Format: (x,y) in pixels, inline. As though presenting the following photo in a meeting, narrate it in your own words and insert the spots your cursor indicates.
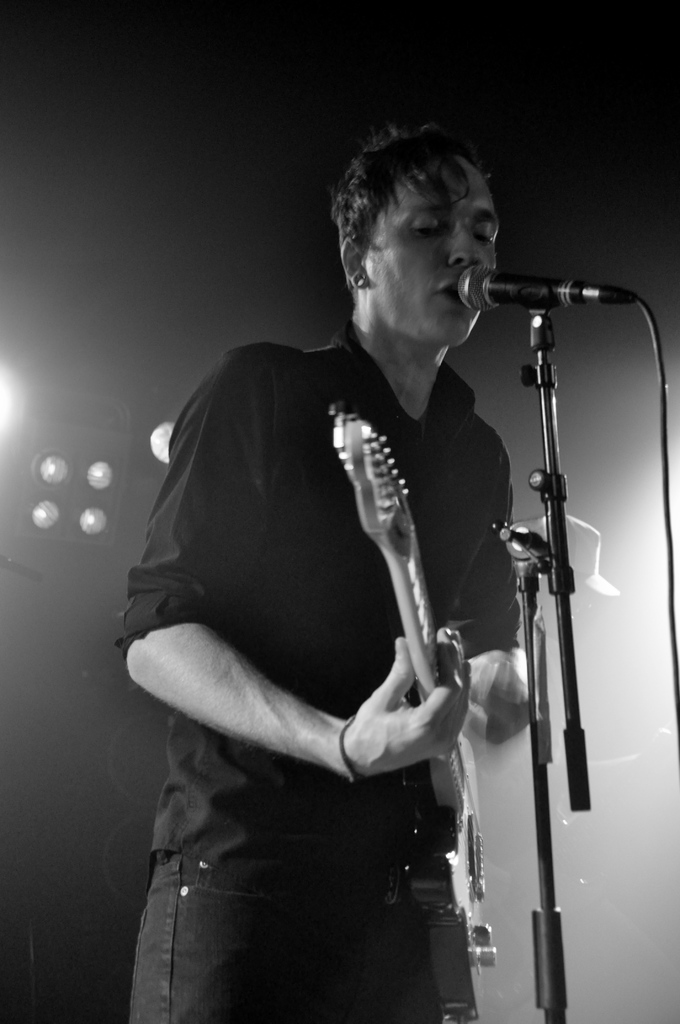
The man (216,536) with the black shirt (255,541) is standing and he is playing guitar (437,710). In front of him there is a mic (556,282). And to the left corner (3,385) we can see lights (11,408).
